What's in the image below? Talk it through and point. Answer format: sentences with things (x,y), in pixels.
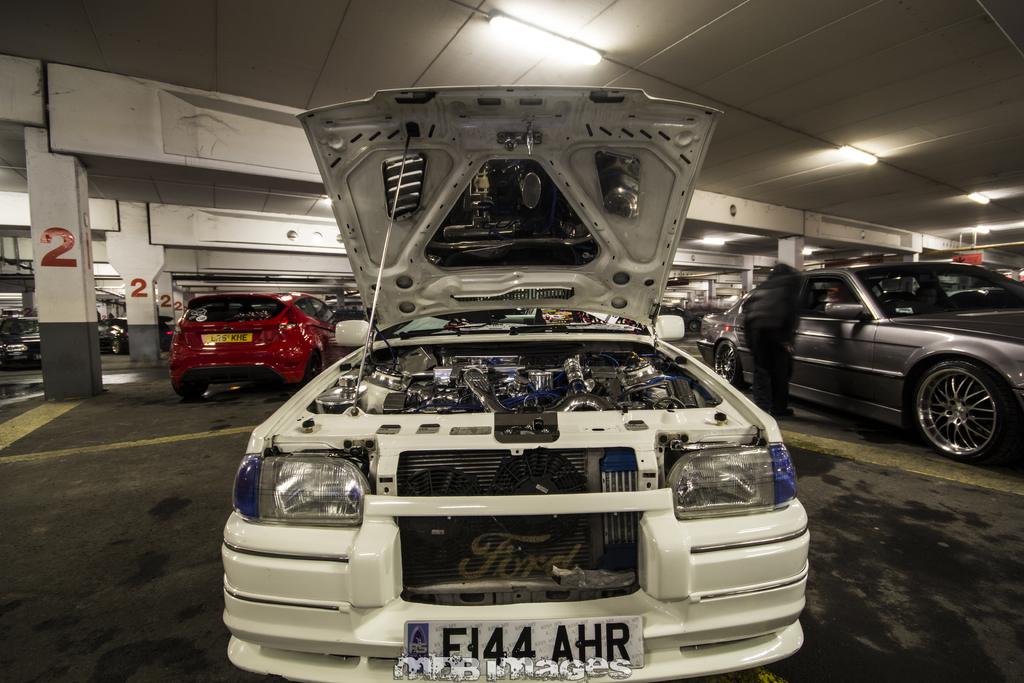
In this image we can see group of vehicles (723,413) parked on the ground (800,426). On the right side of the image (767,335) we can see a person (771,319) standing on the ground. In the background (74,331), we can see a group of pillars (147,284) with numbers (61,258), some lights (117,288) and poles (1006,243). At the bottom (600,666) we can see some text (517,657).
